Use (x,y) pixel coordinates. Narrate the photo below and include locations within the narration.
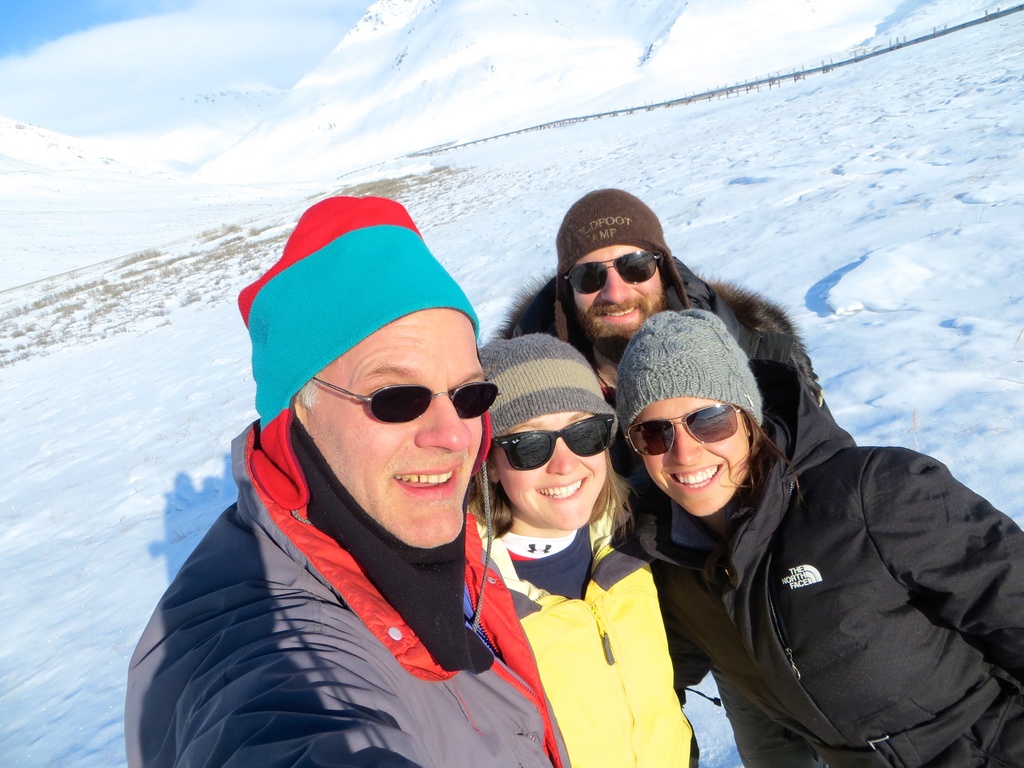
Here we can see people (750,734). These people (748,498) are smiling, wore jackets (622,629), caps (643,362) and goggles (721,421). Background (1013,401) we can see snow (149,166) and sky (93,65).
